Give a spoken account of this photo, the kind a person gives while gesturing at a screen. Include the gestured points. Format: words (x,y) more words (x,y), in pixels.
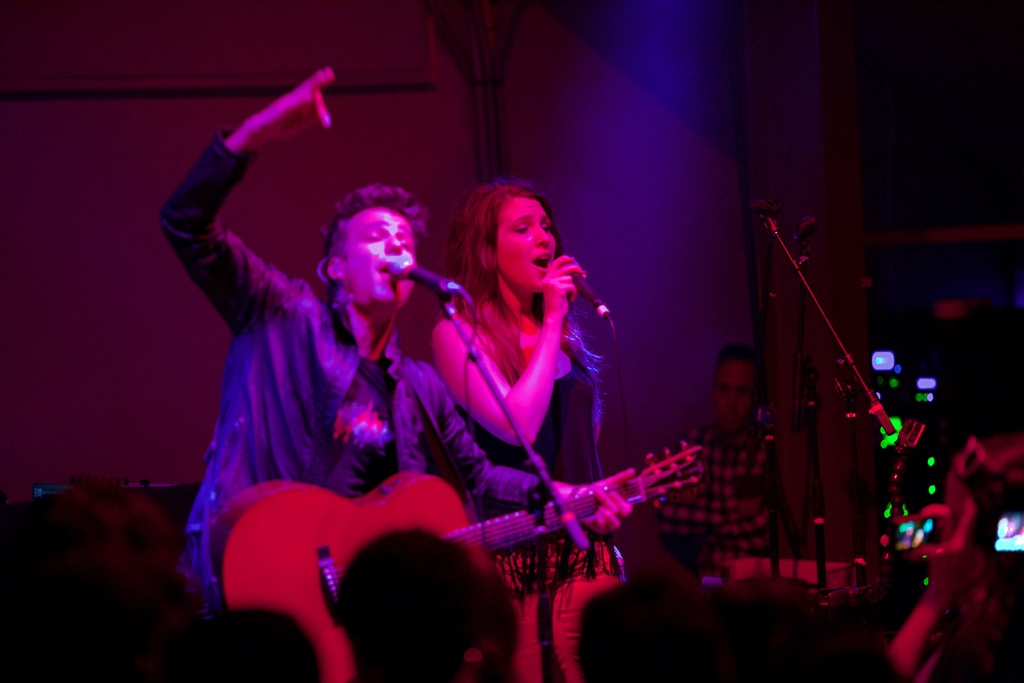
On the stage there are three people (528,428). To the left side (291,406) there is a man (306,369) with black jacket (321,378) standing and playing guitar (457,508). In front of him there is a mic (401,268) and he is singing. Beside the man (382,284) there is a lady (562,409) with black dress (569,415), She is holding a mic (586,288) in her hand (560,274) and she is singing. To the right side (728,453) there is a man (739,449) sitting. In front of them there are some people (431,642) standing.
